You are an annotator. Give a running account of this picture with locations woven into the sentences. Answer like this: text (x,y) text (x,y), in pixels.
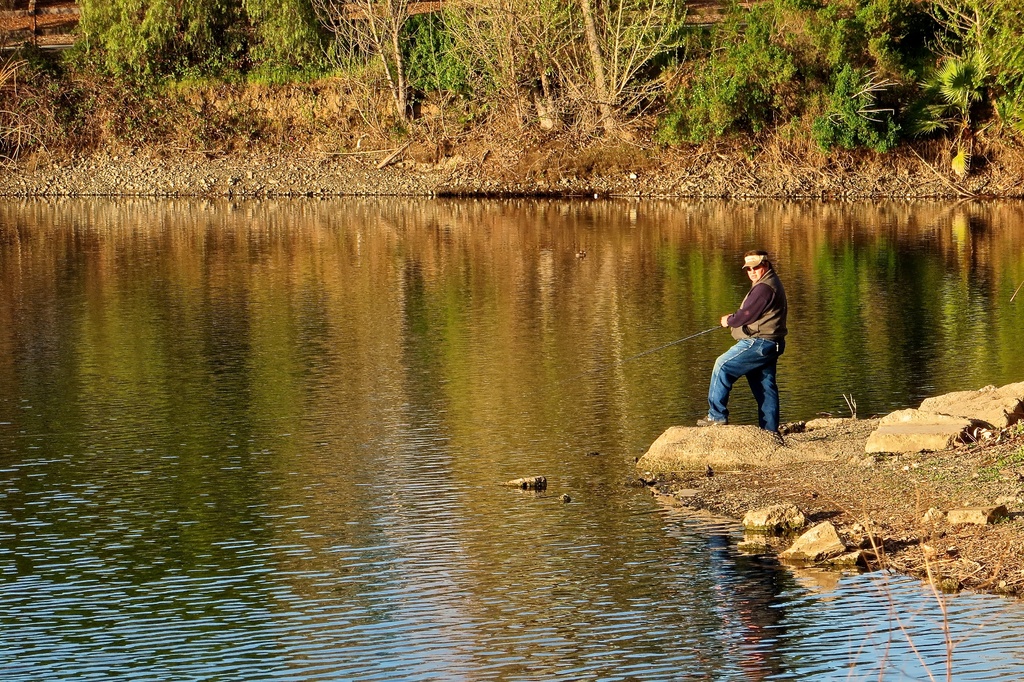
In this image a man (757,303) is holding a fishing rod (699,336). He is fishing. This is the water body (378,390). On the ground (908,473) there are stones (896,439). In the background (569,116) there are trees (500,71).
